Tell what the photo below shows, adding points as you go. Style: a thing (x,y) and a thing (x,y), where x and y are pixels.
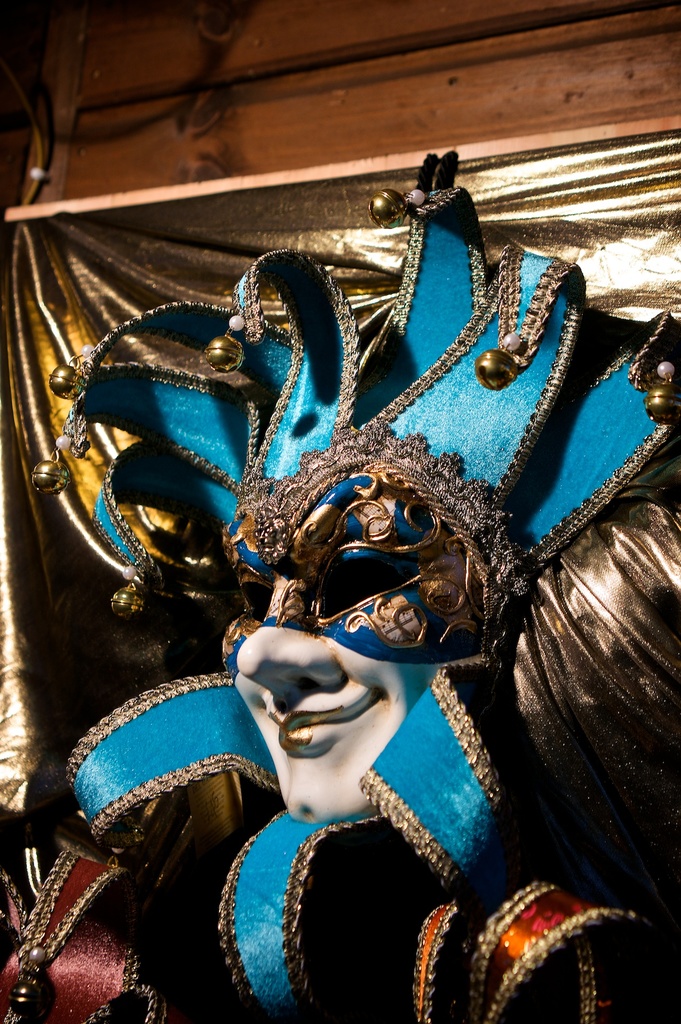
There is a mask (215,406) which has blue detailing (422,719).
